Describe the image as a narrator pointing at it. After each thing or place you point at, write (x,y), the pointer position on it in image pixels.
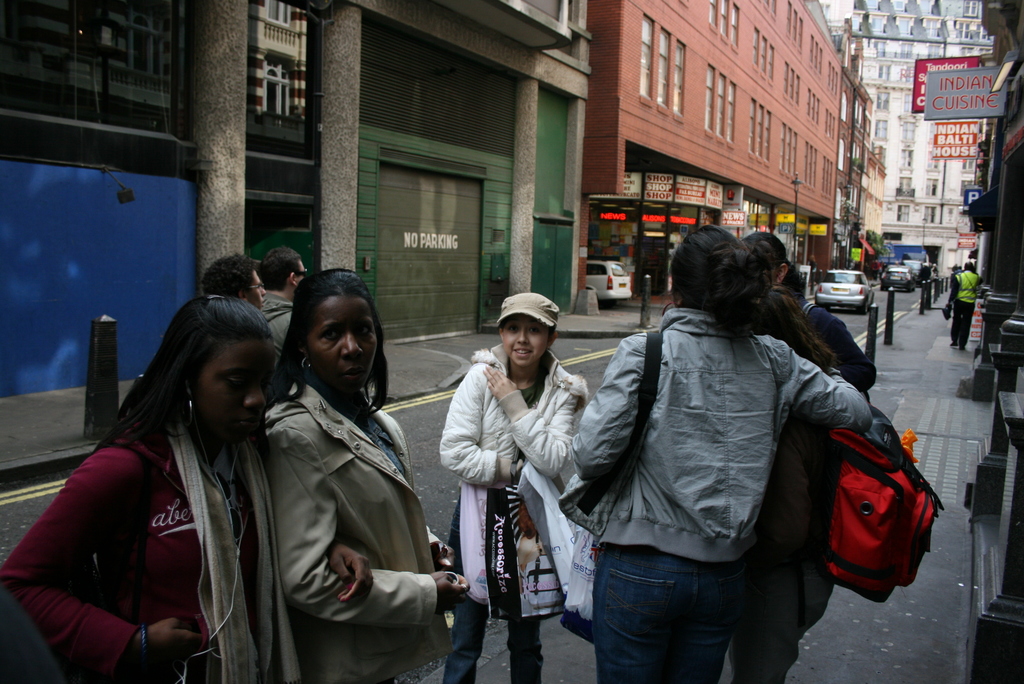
In the center of the image (619,448) there are people (672,608) standing on the road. In the background of the image (545,136) there are buildings (620,171), stores (709,207). There are cars (837,286) on the road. To the right side of the image (948,57) there are boards (959,79) with some text (965,126).
